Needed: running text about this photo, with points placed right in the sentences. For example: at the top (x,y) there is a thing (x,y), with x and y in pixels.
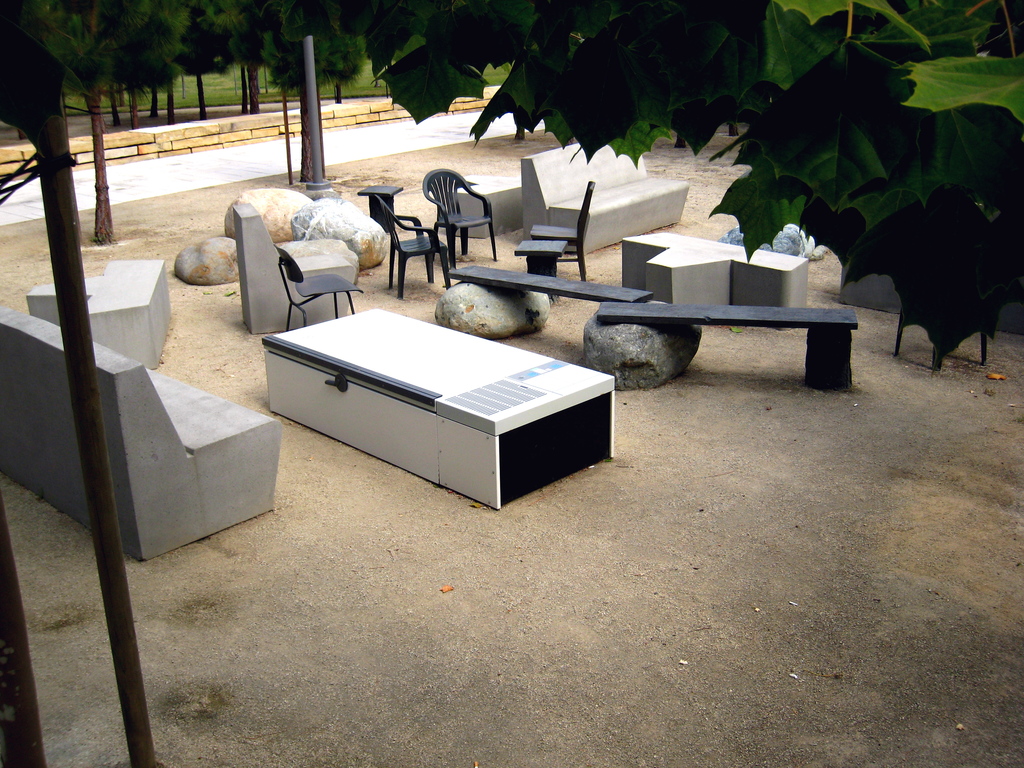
In this picture there are some furniture (357,380) placed on the land (586,255), in between the stones (381,253). There are some chairs (451,243). We can observe a pole (313,180) and some trees (415,74) here.
